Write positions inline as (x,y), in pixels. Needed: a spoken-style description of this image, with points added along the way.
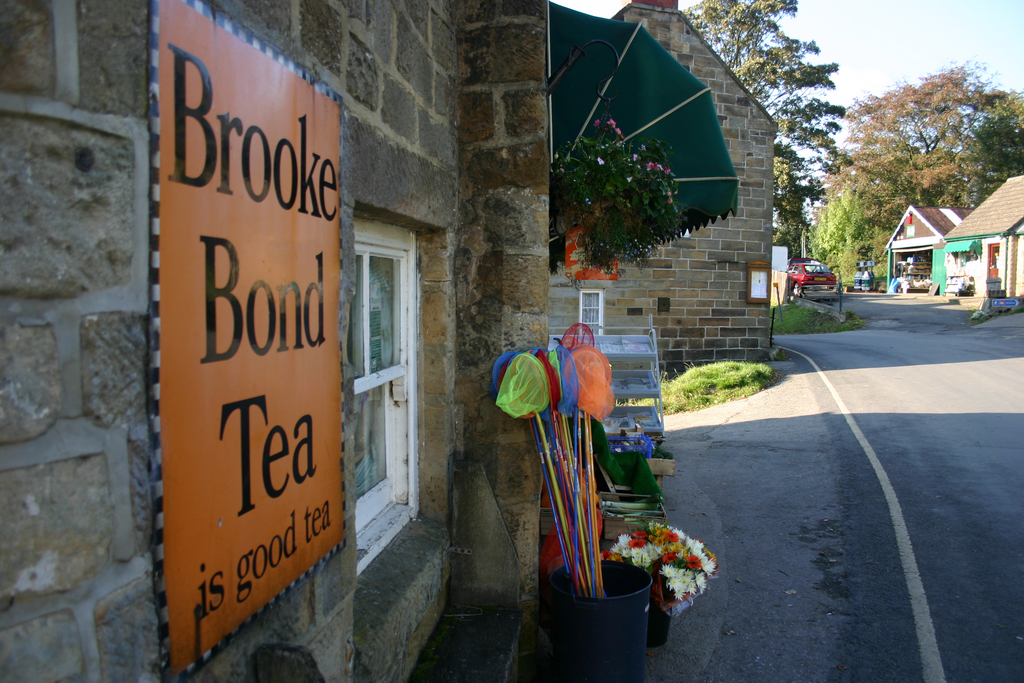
In this image, we can see a board (261,330) on the wall (457,430) and in the background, we can see sheds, trees (783,121), poles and some flower bouquets (666,550), nets (569,481), bins (637,590), a tent (663,129), a stand (635,351) and some plants (718,382) and we can see a vehicle (799,277) on the road (832,424).
